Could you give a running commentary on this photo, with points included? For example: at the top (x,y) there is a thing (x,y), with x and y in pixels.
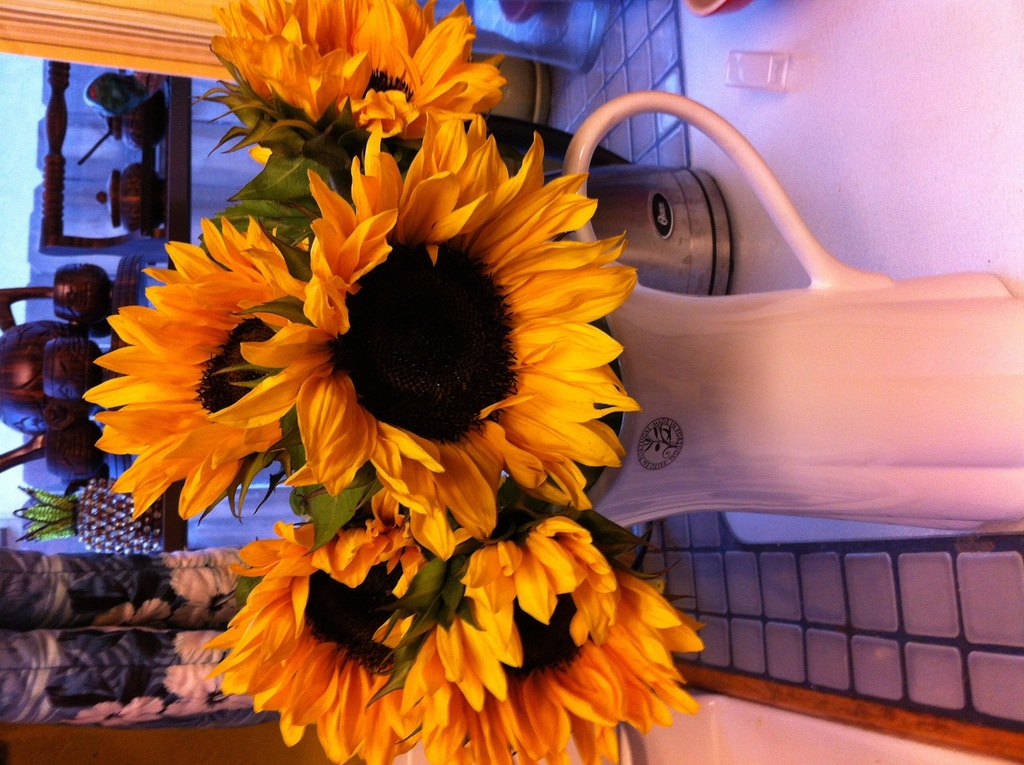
In the picture we can see a flower vase (998,463) which is white in color with handle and in it we can see some flowers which are yellow in color and behind it we can see a jar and far away from it we can see a desk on it we can see some bowls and vessels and beside it we can see a curtain (62,709) which is blue in color.
